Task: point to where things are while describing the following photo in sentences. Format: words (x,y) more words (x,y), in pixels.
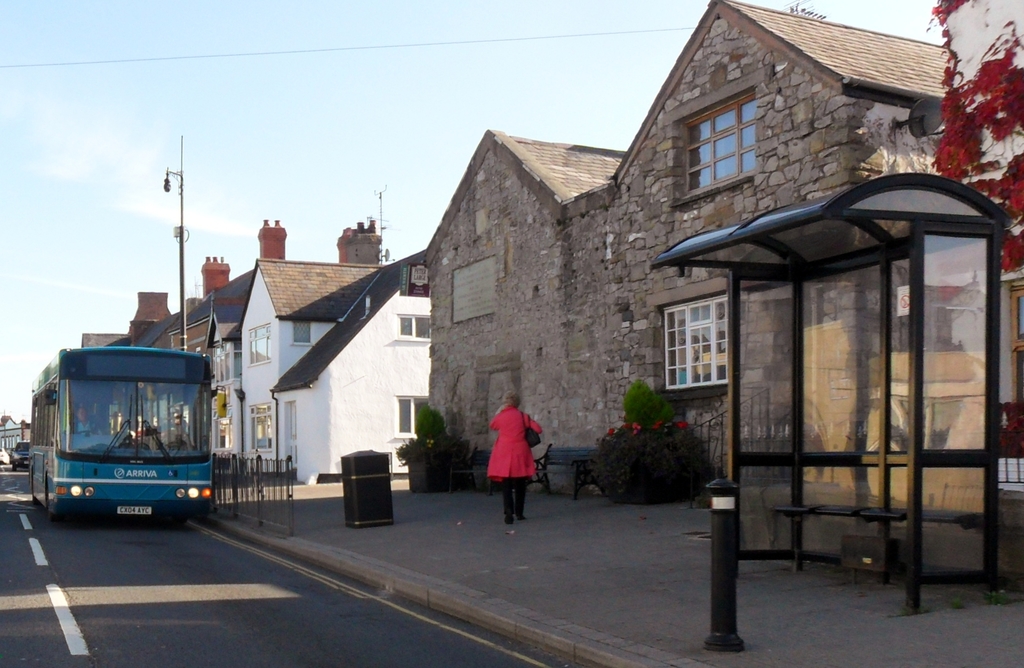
In this image I can see on the left side (120,409) there is a bus (161,515) on the road (180,534). In the middle (515,430) a person (530,473) is walking, she wore pink color coat (529,448) and there are houses (555,447). At the top (335,87) there is the sky (507,119).
